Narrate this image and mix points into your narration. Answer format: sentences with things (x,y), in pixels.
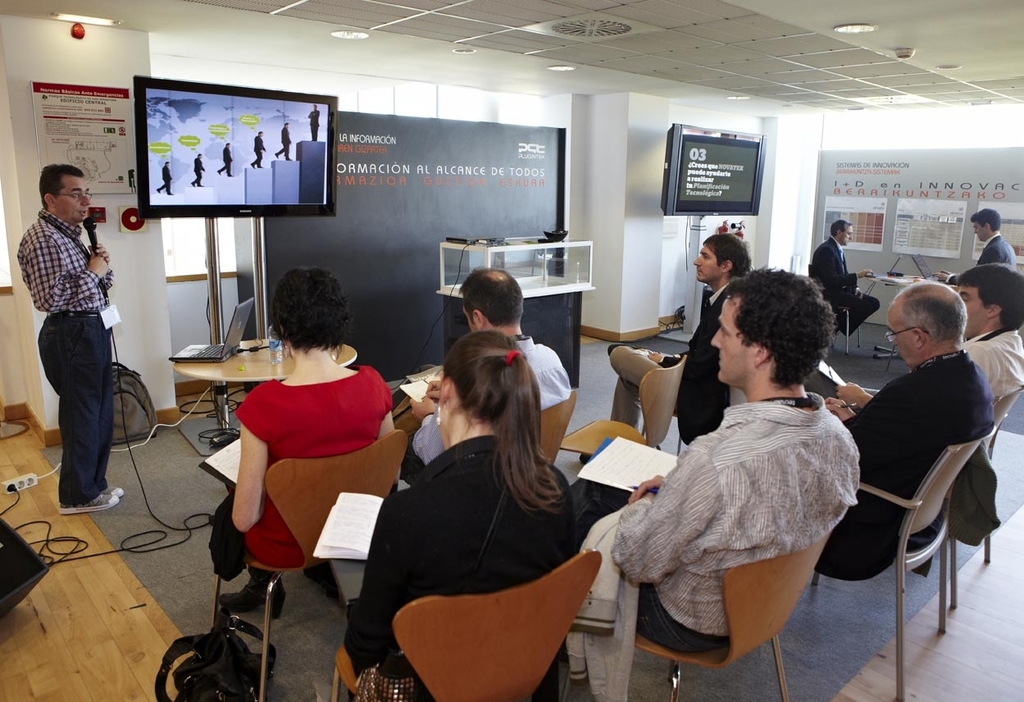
This image consists of many people (617,537) sitting in a room (32,333). On the left (76,341), there is a man (43,310) talking in a mic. In the front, we can see there are two screens (264,178). In the middle (410,368), there is a banner (519,196). At the top (671,43), there is a roof (761,41). At the bottom (825,661), there is a floor (773,669). And we can see the pillars (41,70) in the front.
